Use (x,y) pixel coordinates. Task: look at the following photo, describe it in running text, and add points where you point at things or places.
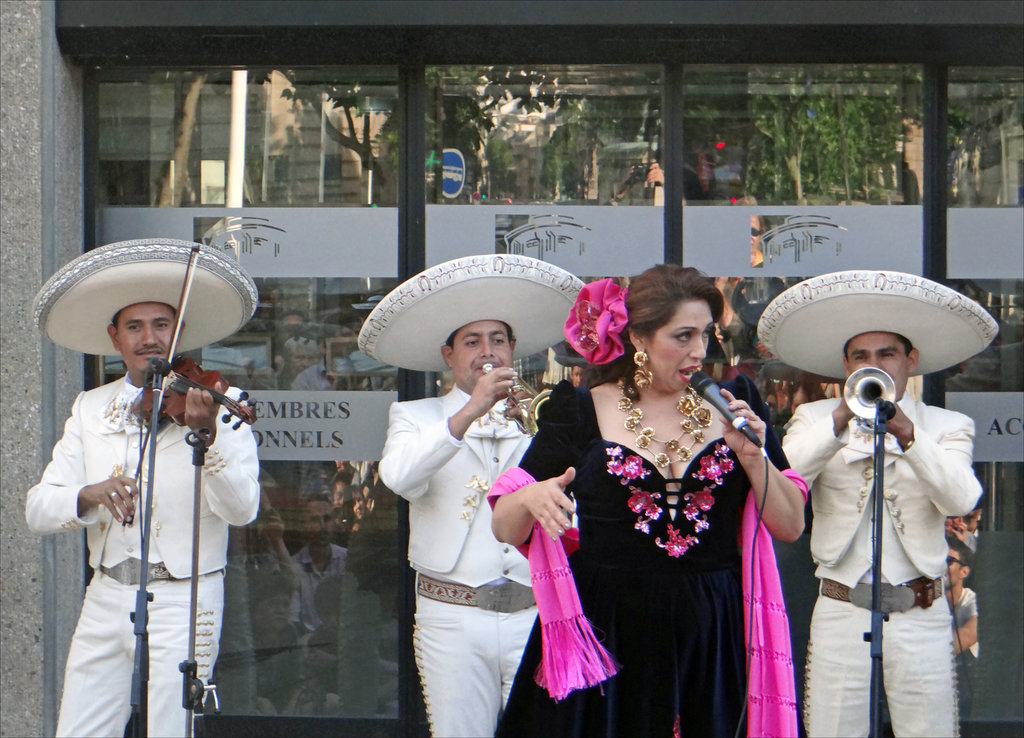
In this picture there are four people (598,335) standing, among them there are three men (951,432) playing musical instruments (194,373) and wore hats (112,254) and there is a woman (671,648) holding a microphone (702,379). We can see microphones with stands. In the background of the image (482,143) we can see glass (759,123), on this glass (516,151) we can see reflection (554,91) of people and trees (860,143).
